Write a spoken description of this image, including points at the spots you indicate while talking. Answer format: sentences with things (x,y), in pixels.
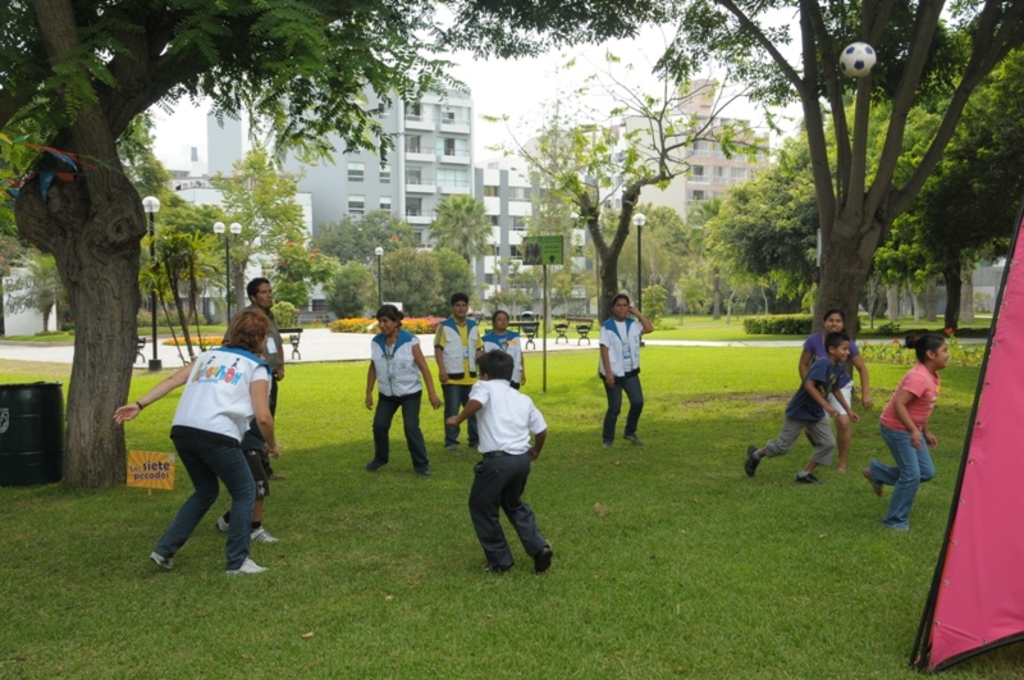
In this picture I can see group of people (266,376) playing with a ball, there is a tent (1022,335), grass (907,659), boards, poles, lights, benches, trees (465,265), buildings (298,193), and in the background (528,128) there is sky (449,55).
